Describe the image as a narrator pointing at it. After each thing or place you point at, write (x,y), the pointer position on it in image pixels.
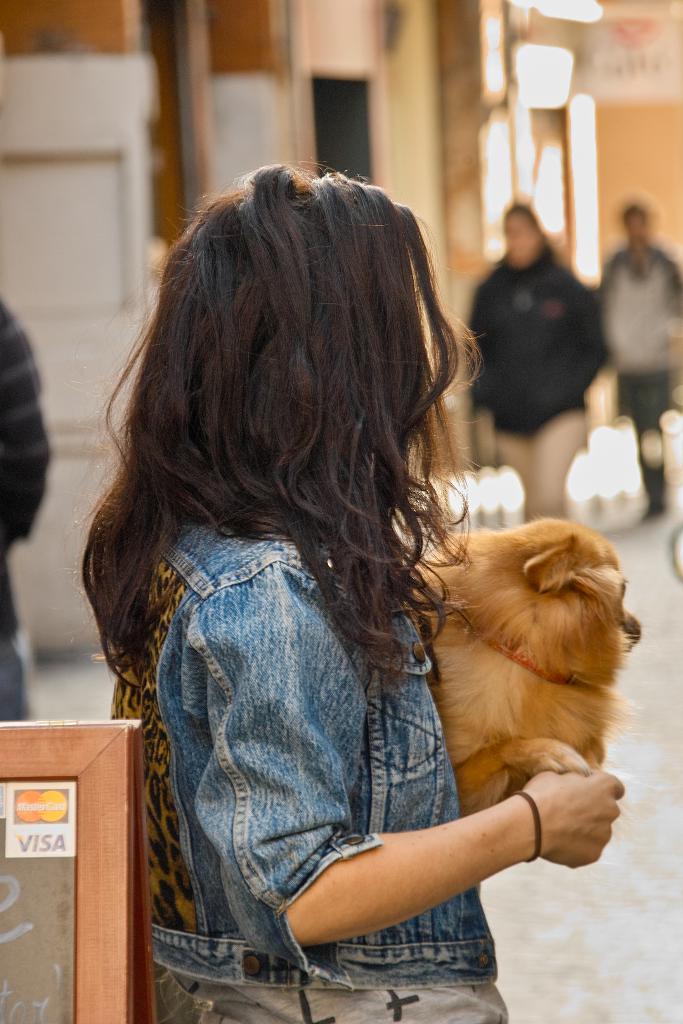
In the middle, a woman (271,193) is standing and holding a dog (491,765) in her hand (580,856). At the bottom (124,862), a board (93,949) is there. In the middle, two persons (558,508) are walking. On the top (76,225) background (65,220), buildings (49,22) are visible. At the middle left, a person (20,688) half visible. This image is taken on the road (632,585) during day time.
